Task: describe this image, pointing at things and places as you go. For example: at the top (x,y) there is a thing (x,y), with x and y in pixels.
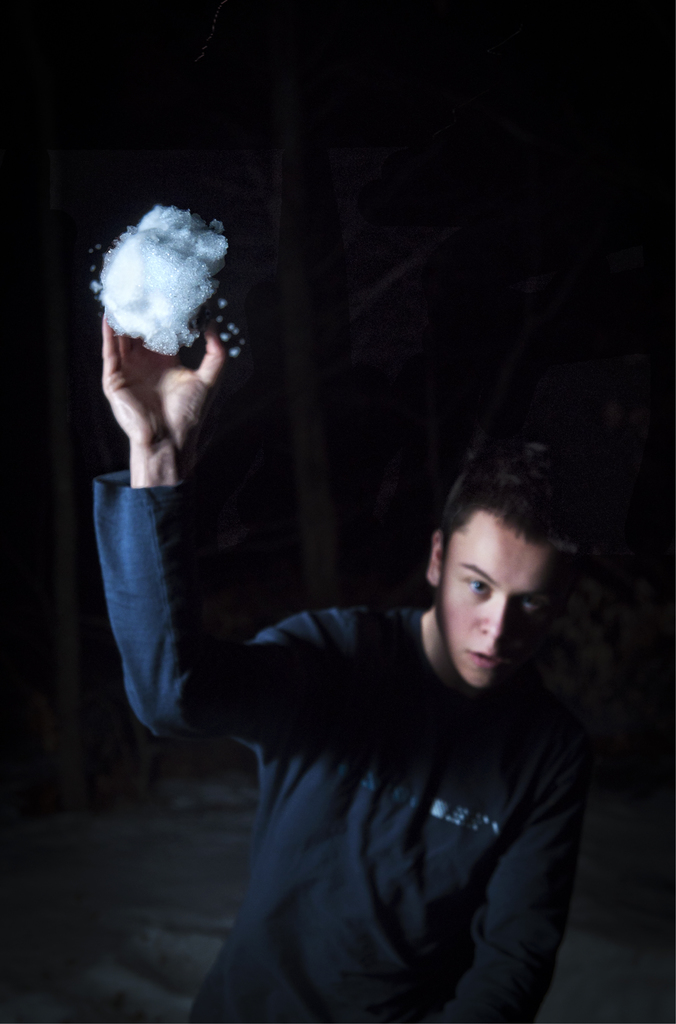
In this picture I can see a boy (359,816), he is wearing the t-shirt (382,910) and holding an object (149,310) with his hand (182,425).
